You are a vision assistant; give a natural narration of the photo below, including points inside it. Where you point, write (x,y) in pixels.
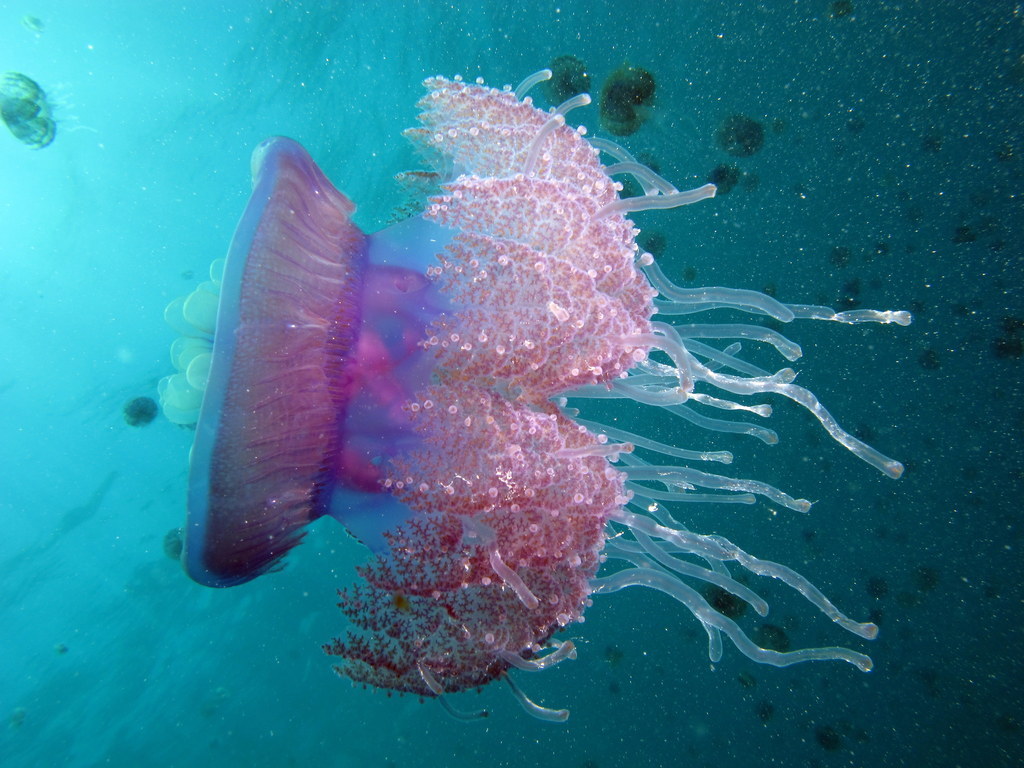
In this picture there are jellyfishes (480,254) in the water (111,586).
